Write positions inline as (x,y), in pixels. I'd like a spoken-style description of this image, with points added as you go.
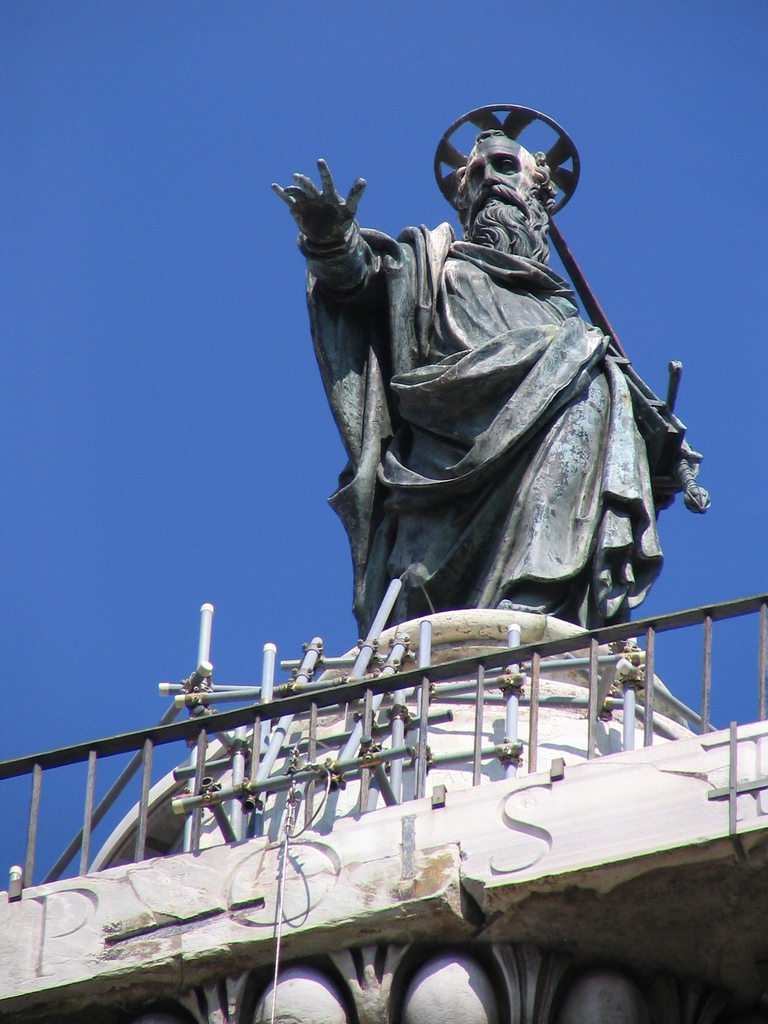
In this image we can see a statue (537,409), here is the fencing (476,784), at above here is the sky (197,40) in blue color.
